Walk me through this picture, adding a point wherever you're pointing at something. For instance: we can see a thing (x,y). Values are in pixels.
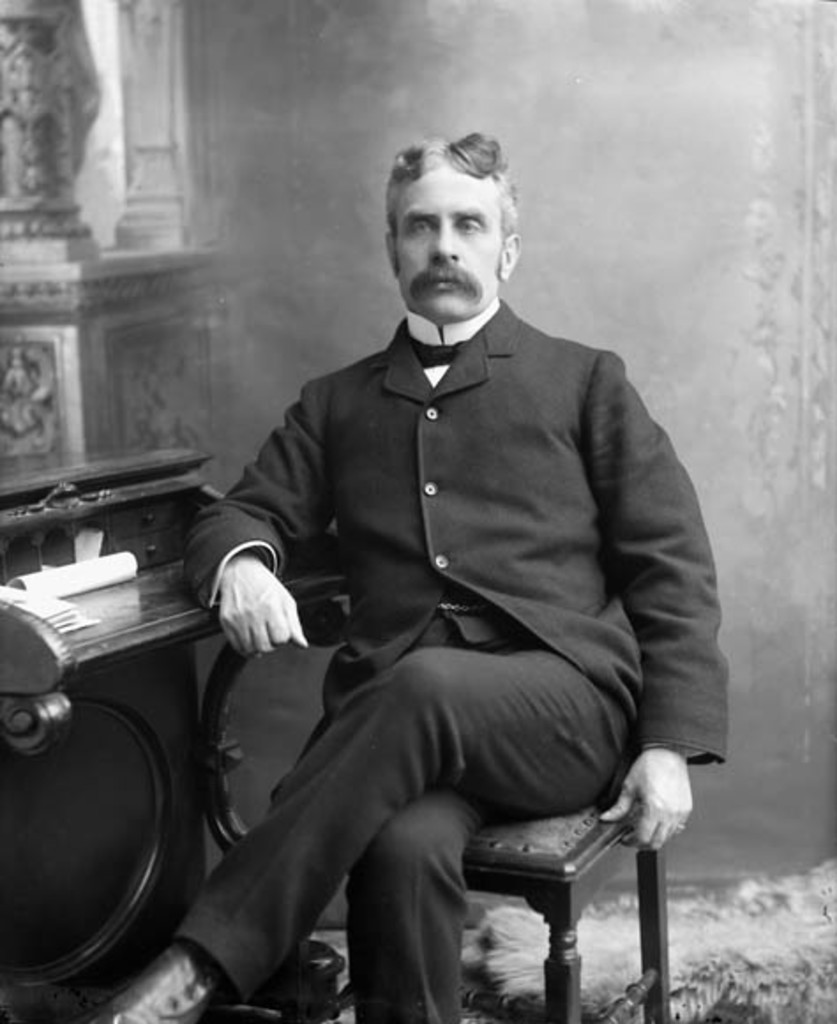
This image is a black and white. In this image there is a person (466,686) sitting on a chair (639,987), beside the person (273,571) there is a table (53,783). On the table (64,674) there are some objects (51,607). In the background (150,179) there is a wall (645,106).
